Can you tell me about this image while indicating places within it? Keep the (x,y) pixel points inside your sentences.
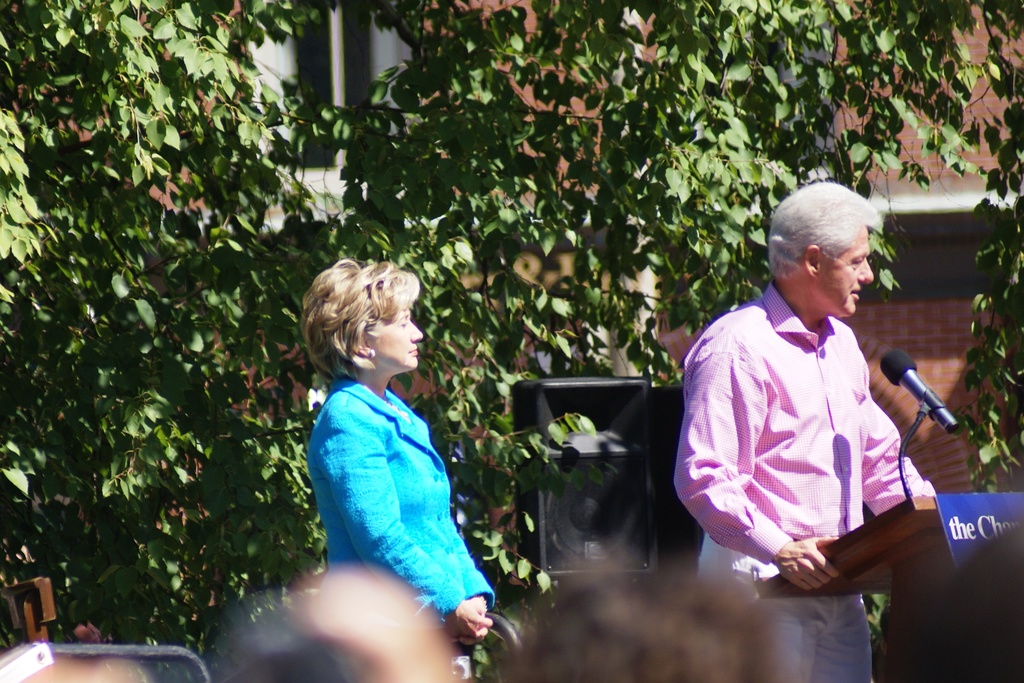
In this image on the right (800,422), there is a man (800,422), he wears a shirt (785,449), trouser (822,609), in front of him there is a podium (940,507), mic (951,429). In the middle (368,416) there is a woman (407,471), she wears a suit (365,474), her hair (374,295) is short. At the bottom (350,661) there are some people (412,675). In the background (622,11) there are trees (664,275), speakers (609,384) and building (928,238).
